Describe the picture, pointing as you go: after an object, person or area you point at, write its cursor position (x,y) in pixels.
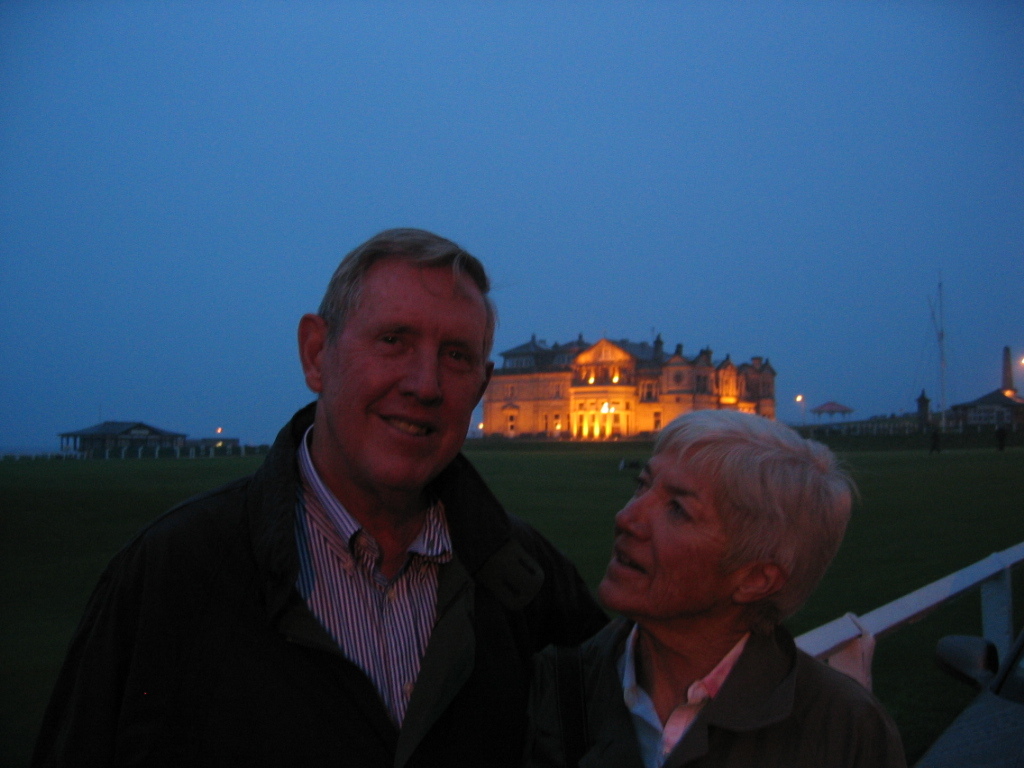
In this picture we can see two people (339,391) smiling and in the background (513,361) we can see buildings (497,429), grass (27,540), sky (949,356).
